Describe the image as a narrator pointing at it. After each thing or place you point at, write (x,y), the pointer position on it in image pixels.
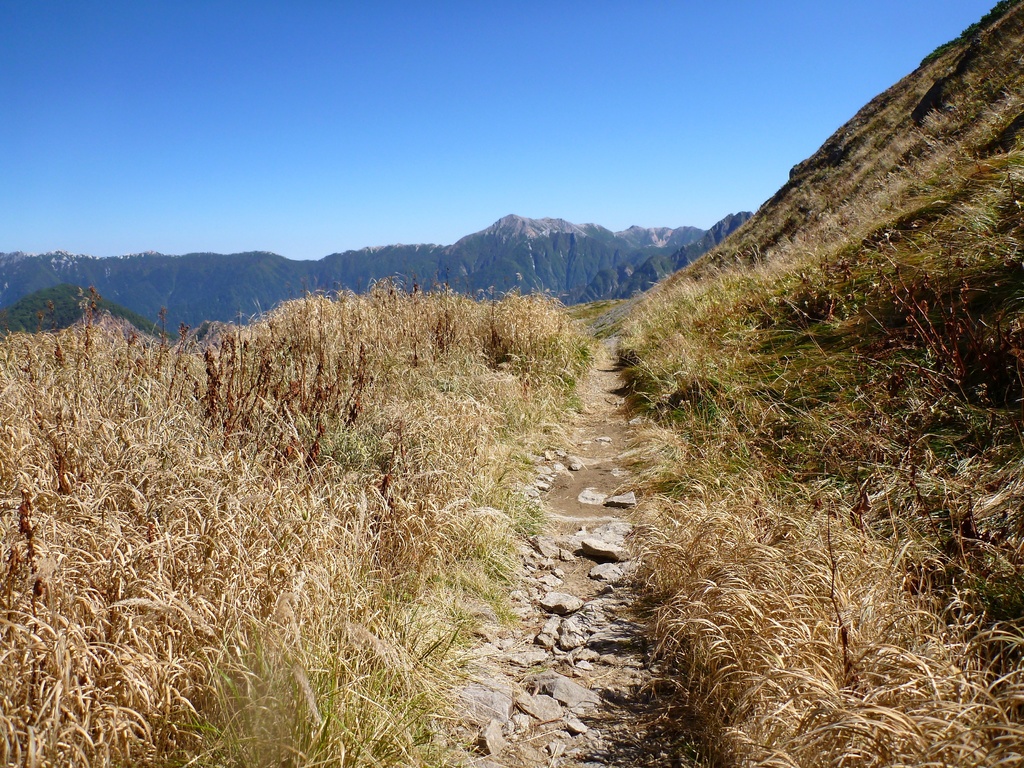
In the image there are plenty of small plants (472,385) and there is a path (571,634) in between those plants (664,359), on the right side (700,295) there is a hill (962,96) and in the background (361,274) there are some mountains (575,259).
